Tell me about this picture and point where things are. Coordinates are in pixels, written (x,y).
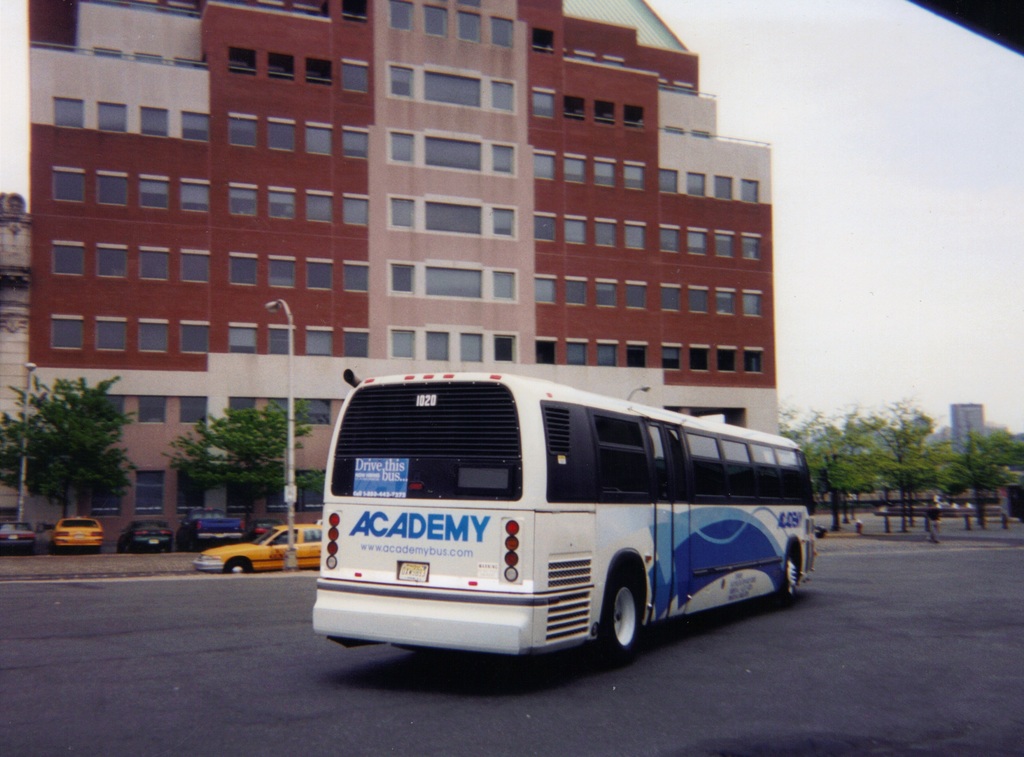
This is the building (310,136) with windows (411,152). These are the trees (929,427). I can see a bus (699,540) and a car (257,546) on the road (303,677). I think these are the streetlights (27,399). I can see few cars (159,539), which are parked in front of the building (151,492). This is the road (812,640).
